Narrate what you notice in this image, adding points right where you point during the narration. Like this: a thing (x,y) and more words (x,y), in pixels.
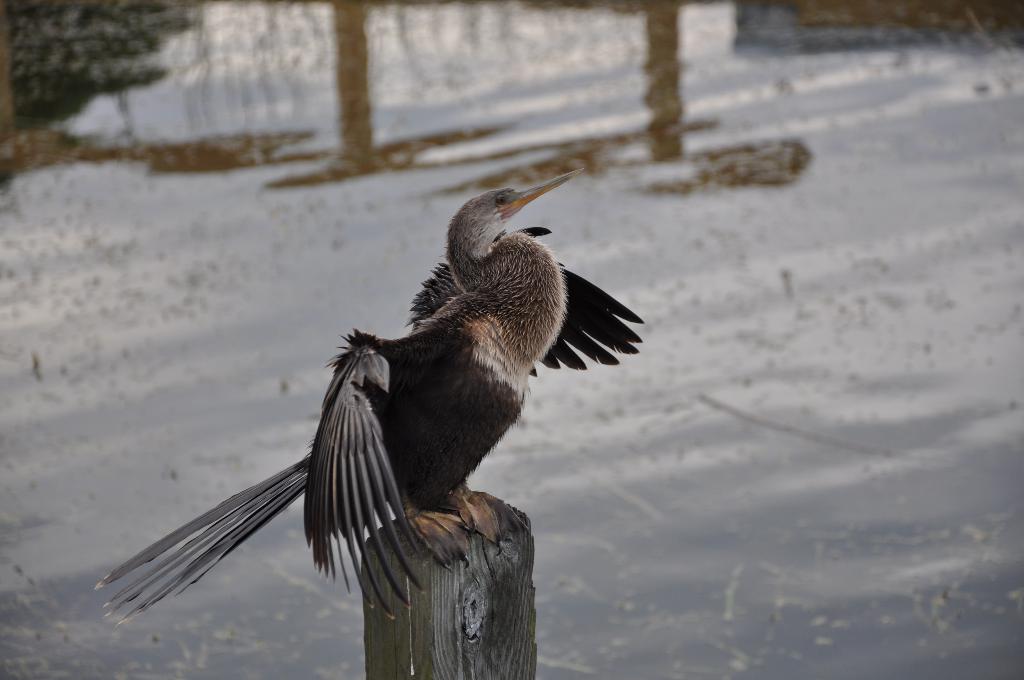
In the center of the image (460,332) there is a bird (402,392) on the wood (423,645). In the background (418,182) there is water (153,192).
